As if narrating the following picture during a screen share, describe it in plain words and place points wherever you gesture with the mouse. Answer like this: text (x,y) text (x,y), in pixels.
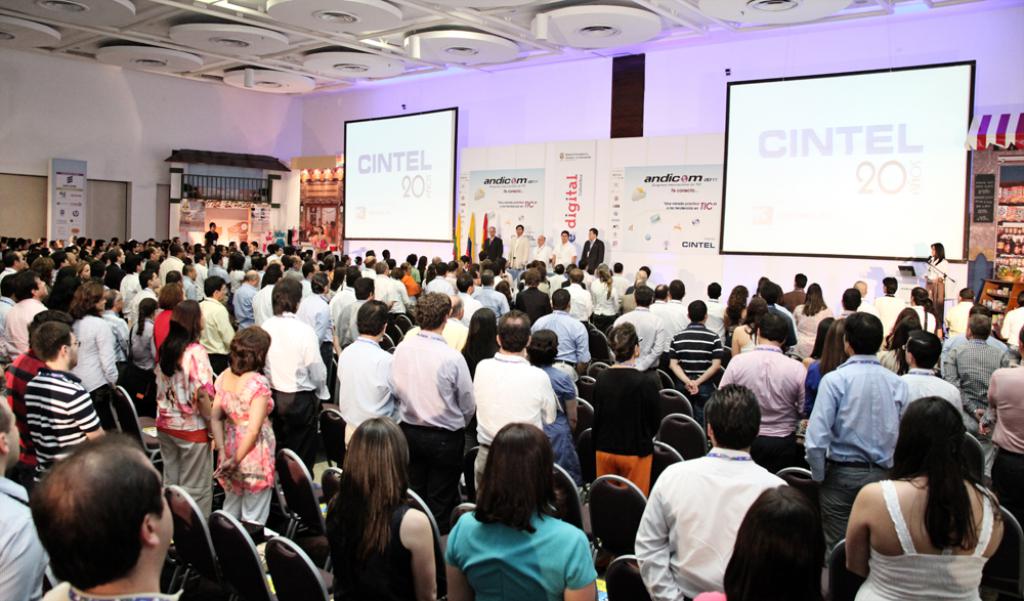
In this image there are so many people (435,379) who are standing on the floor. Behind them there are chairs (284,452). This image is taken inside the hall (387,407). In front of them there are two screens (757,162). At the top (494,57) there is ceiling (399,31) with the lights (348,73). There are three flags (482,237) beside the screen (428,204). On the right side (1008,230) it seems like a store (1008,230) in the background (1008,220). There are banners (574,186) in the middle (596,202).
